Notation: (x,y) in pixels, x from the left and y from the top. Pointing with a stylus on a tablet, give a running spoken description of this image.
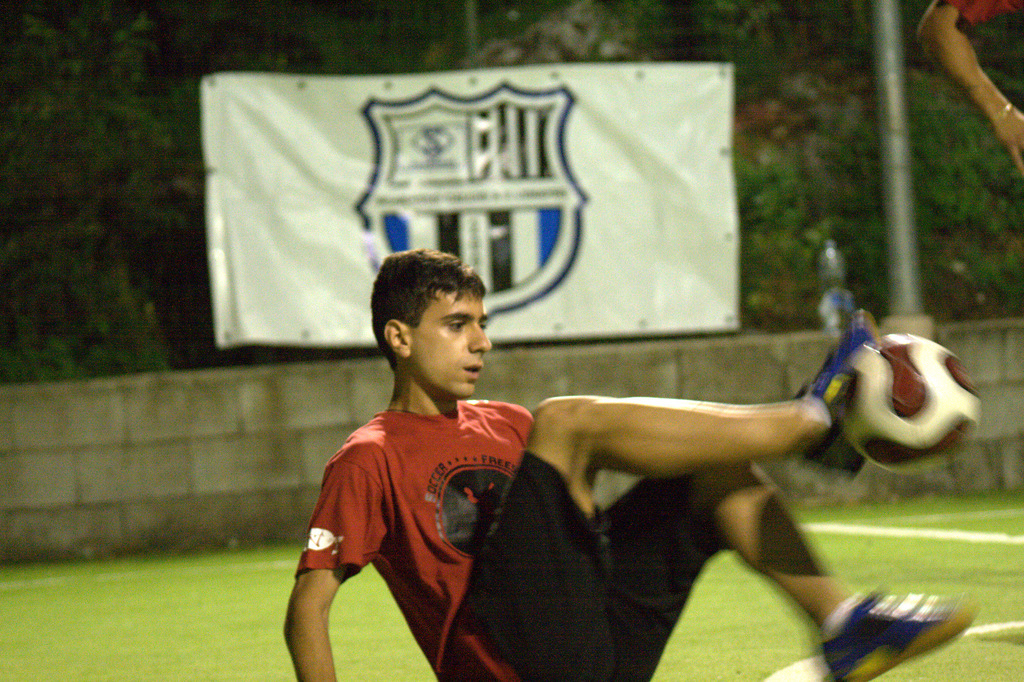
In this image on the ground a player (737,464) is playing football. This is the football (886,386). In the background (568,167) there is banner (365,174). There is boundary (22,433) around the field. In the background (920,188) there is pole (887,53), trees (713,49). On the top right (950,55) we can see hand (953,14) of a person (953,14).
